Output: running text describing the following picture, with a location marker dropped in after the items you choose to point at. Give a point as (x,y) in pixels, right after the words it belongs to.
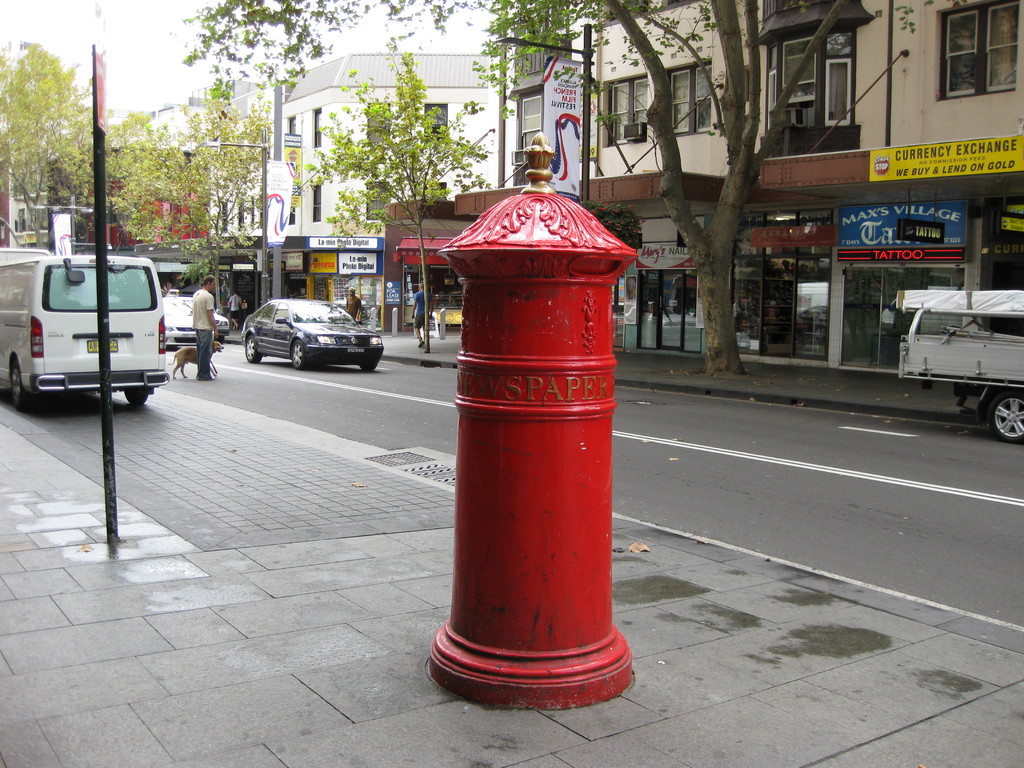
In the middle of the image (488,258) there is a post box (499,204) and pole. Behind them there are some vehicles (60,263) on the road (949,478) and few people (423,309) are walking. At the top of the image (643,211) there are some trees (21,118) and buildings (705,197) and banners (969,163).
